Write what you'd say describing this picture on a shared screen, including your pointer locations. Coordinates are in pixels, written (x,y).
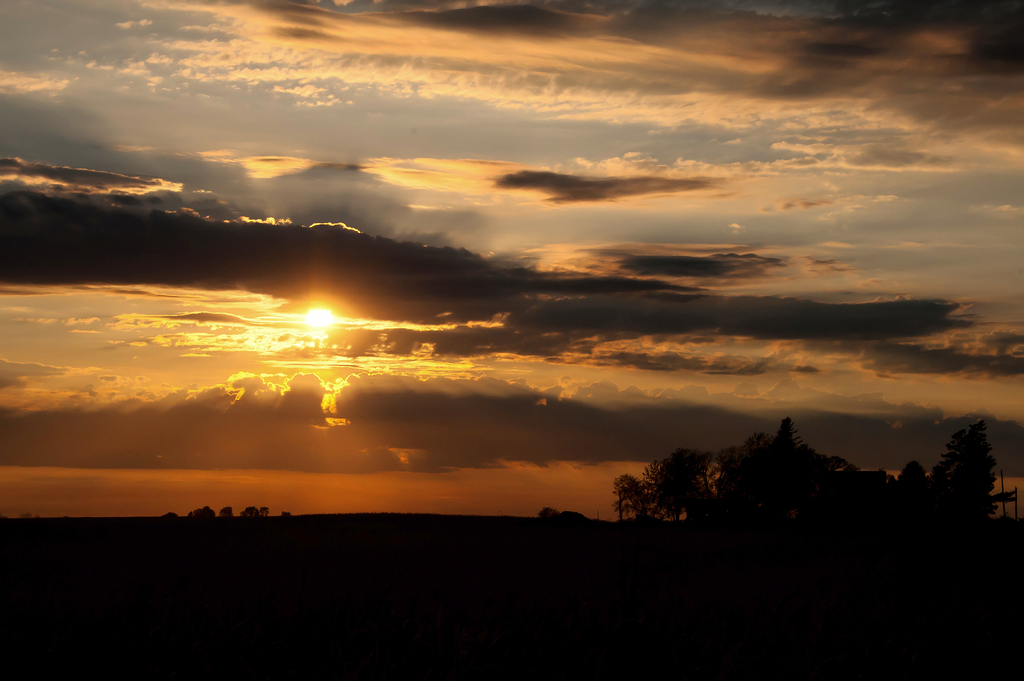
In this image I can see few trees (742,504) in the front (742,504). In the background (602,456) I can see clouds (414,283), the sun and the sky (568,367).
